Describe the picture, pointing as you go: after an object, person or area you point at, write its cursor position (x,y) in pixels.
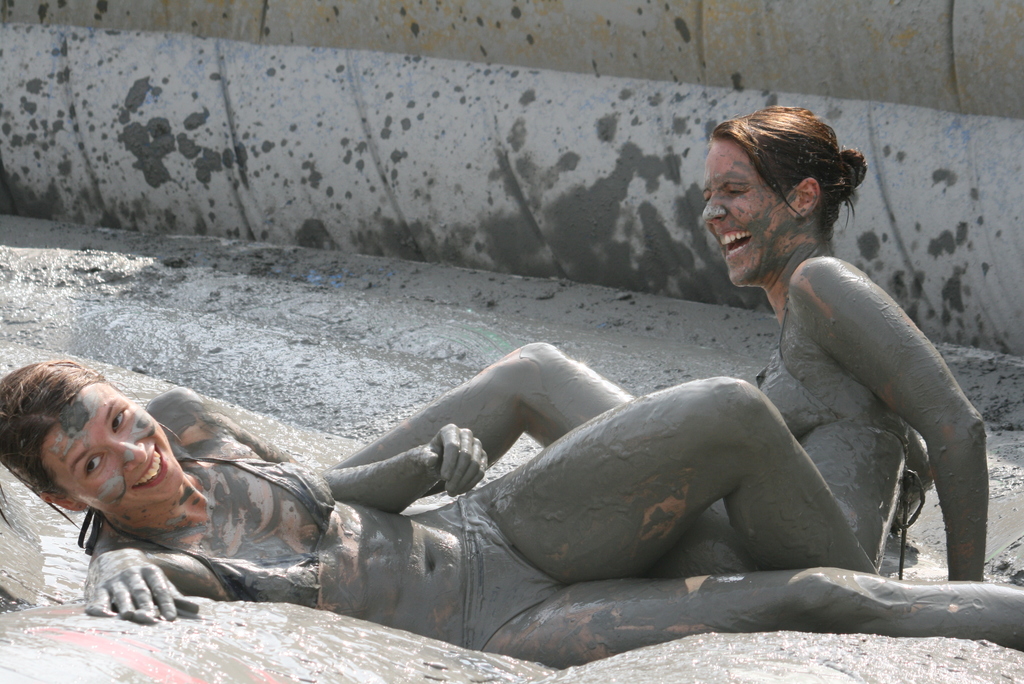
In this image we can see two women (458,640) in the mud (126,306) and they are laughing.
